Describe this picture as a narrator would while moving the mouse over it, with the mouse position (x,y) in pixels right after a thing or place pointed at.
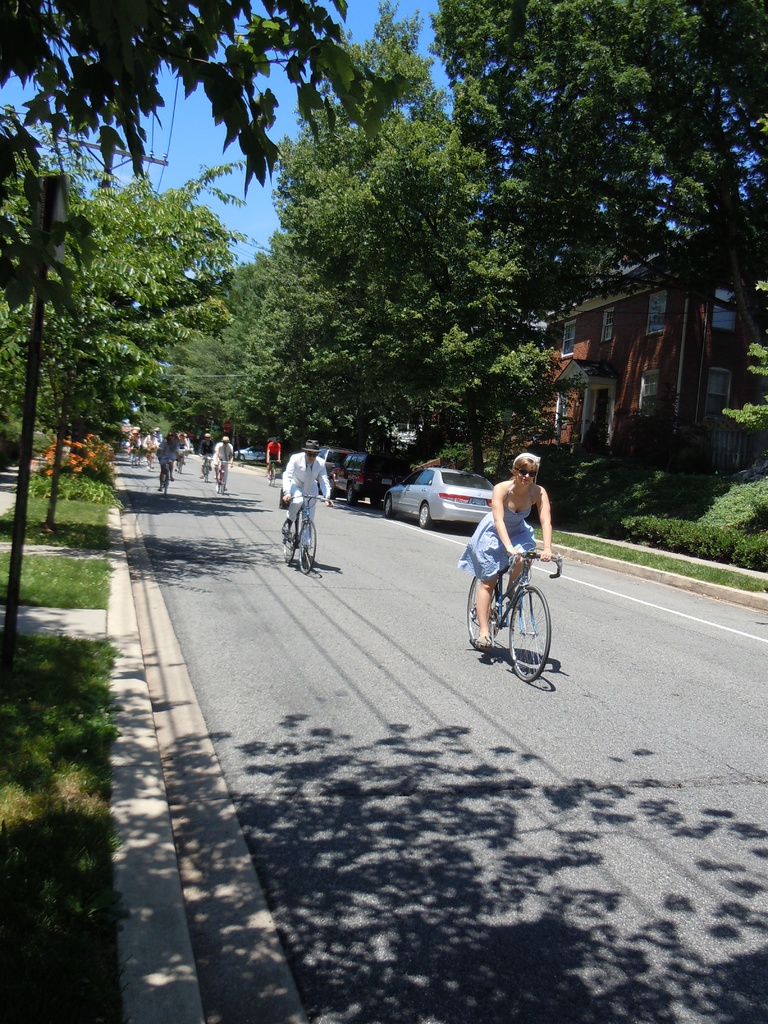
This picture shows many people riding bicycle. we see few trees (522,425) and a house (701,341) and couple of parked cars (455,508) on the road (413,544).
